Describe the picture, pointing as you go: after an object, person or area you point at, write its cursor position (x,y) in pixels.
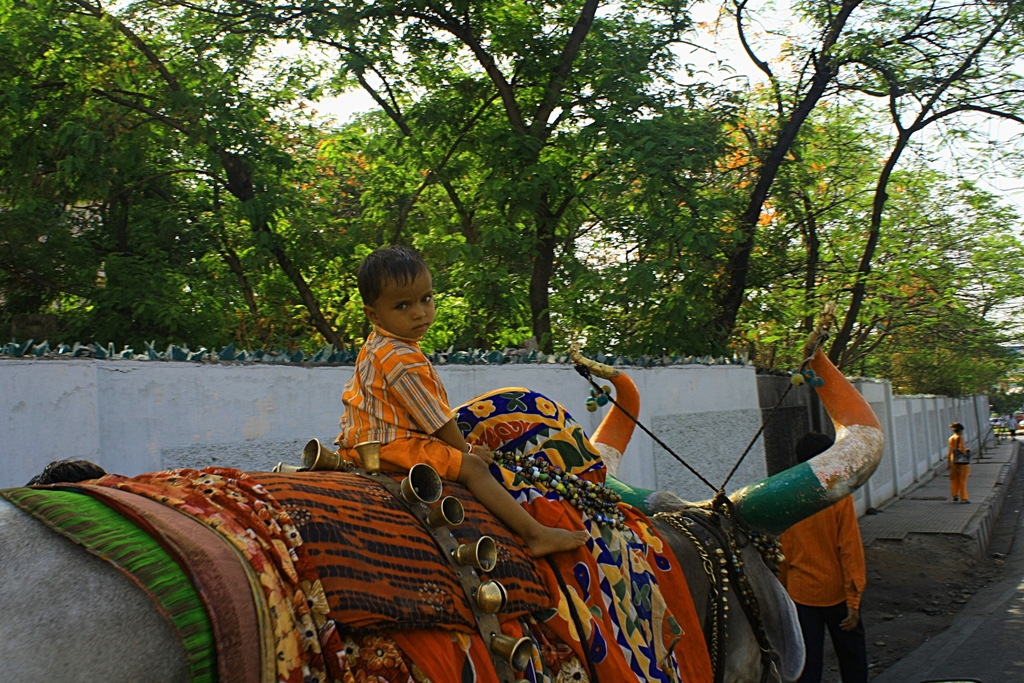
In this image, there is an outside view. There is a kid (430,385) in the middle of the image (398,416) sitting on the animal (379,481) which is beside the wall (235,428). There is a person (808,533) in the bottom right of the image (823,525) standing and wearing clothes (823,539). There are some trees (420,114) beside the wall (232,354).
